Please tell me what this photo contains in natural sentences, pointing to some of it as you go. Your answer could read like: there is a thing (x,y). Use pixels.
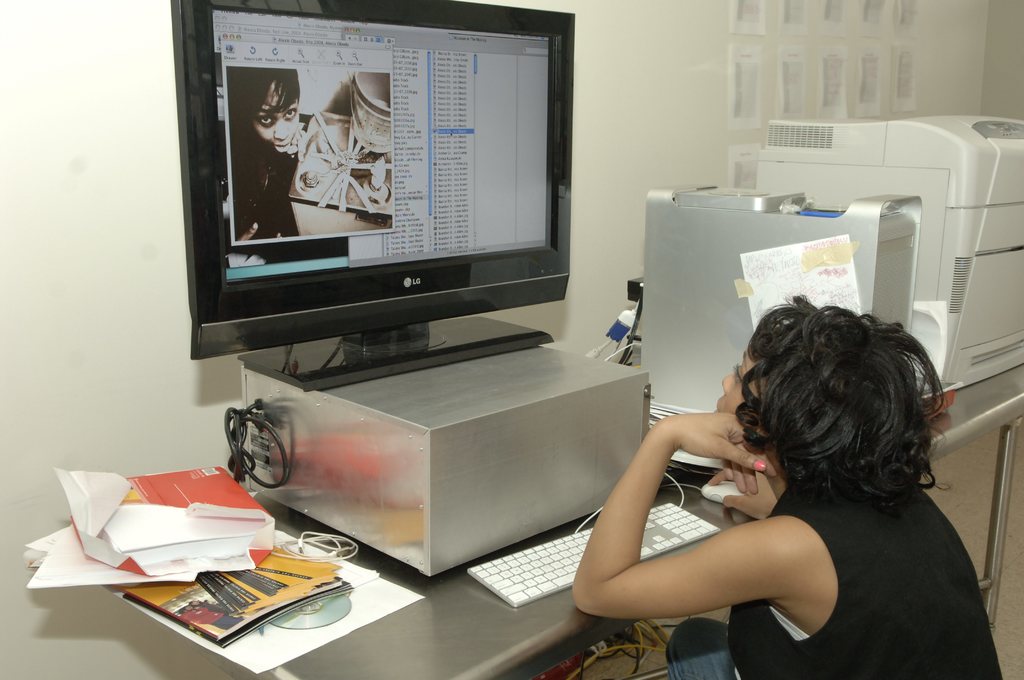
Here is a woman (785,599) sitting and watching the monitor (321,246). This is the table (396,621) with an LCD TV (486,294), keyboard (520,599), desk (525,613), book (232,618), CPU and some other device (962,229) on the table (976,398).
